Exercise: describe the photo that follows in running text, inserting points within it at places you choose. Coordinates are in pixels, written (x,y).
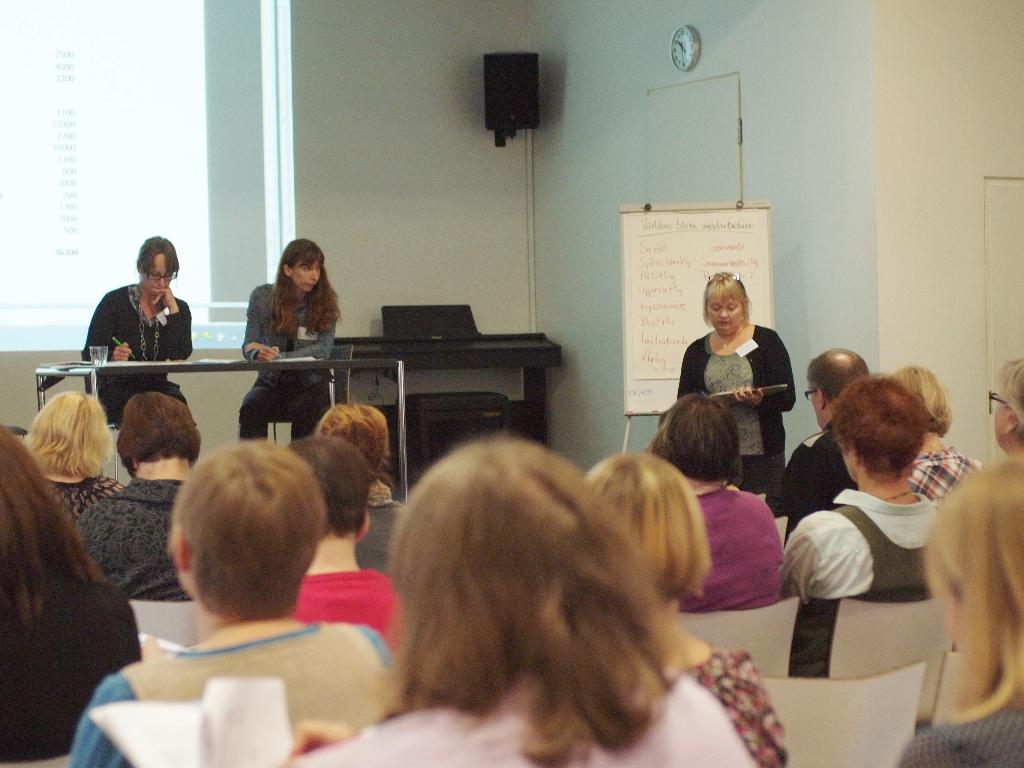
In this picture few people (342,556) seated and few of them holding papers (285,721) in their hands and I can see a woman (754,391) standing and she is holding something in her hand (742,395) and I can see a white board (636,285) on the back (633,354) with some text (675,268) written on it and I can see projector light (188,247) on the wall (333,137) and I can see a speaker (510,75) and a wall clock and couple of them seated on the stools (287,417) and writing on the papers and I can see couple of tables (399,418).
